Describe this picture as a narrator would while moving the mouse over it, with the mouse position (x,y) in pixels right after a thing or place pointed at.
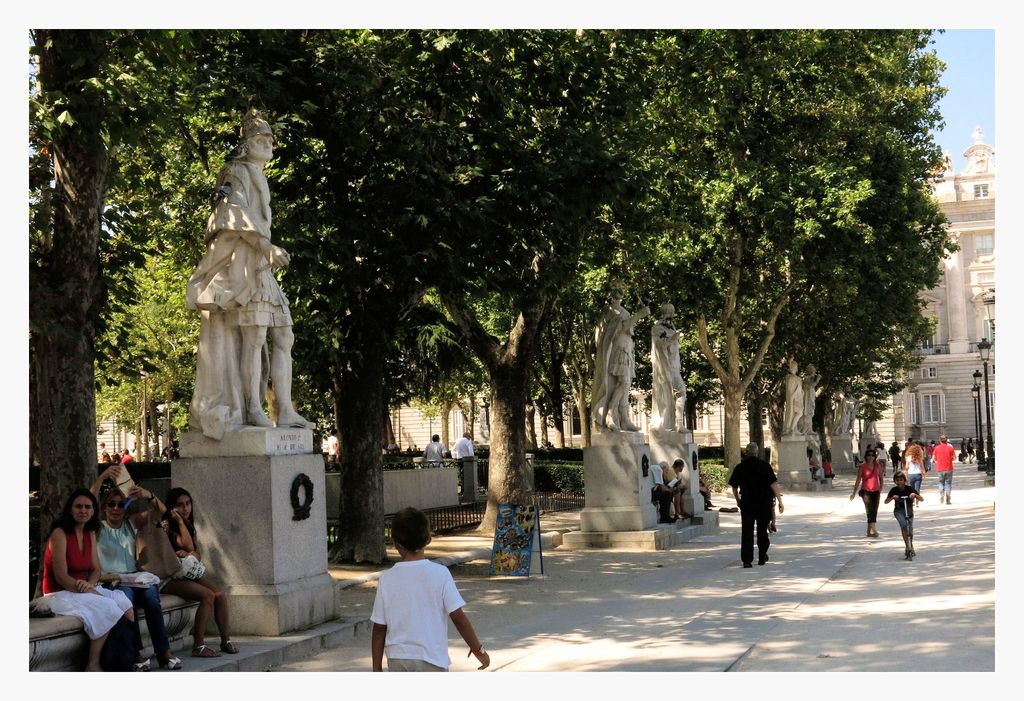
In this image I can see group of people (109,537) some are sitting and some are walking, I can also see few statues (252,366) and they are in cream color. Background (704,223) I can see trees (233,48) in green color, a building (949,305) in white color and the sky (962,75) is in blue color.
